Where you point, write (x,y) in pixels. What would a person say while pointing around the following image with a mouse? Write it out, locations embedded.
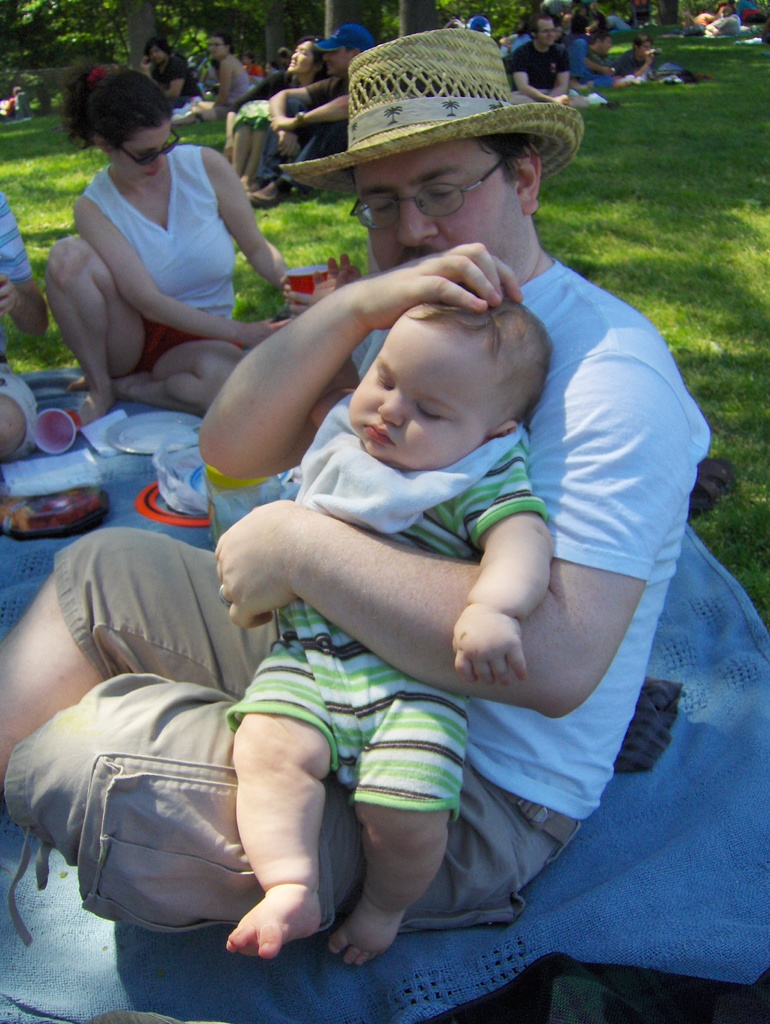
In the foreground of the picture (516,488) I can see a man (574,482) sitting on the blue color cloth (673,680) and he is holding a baby (385,424). I can see a few persons (336,58) sitting on the green grass (687,119). In the background (497,37), I can see the trees (153,24).
